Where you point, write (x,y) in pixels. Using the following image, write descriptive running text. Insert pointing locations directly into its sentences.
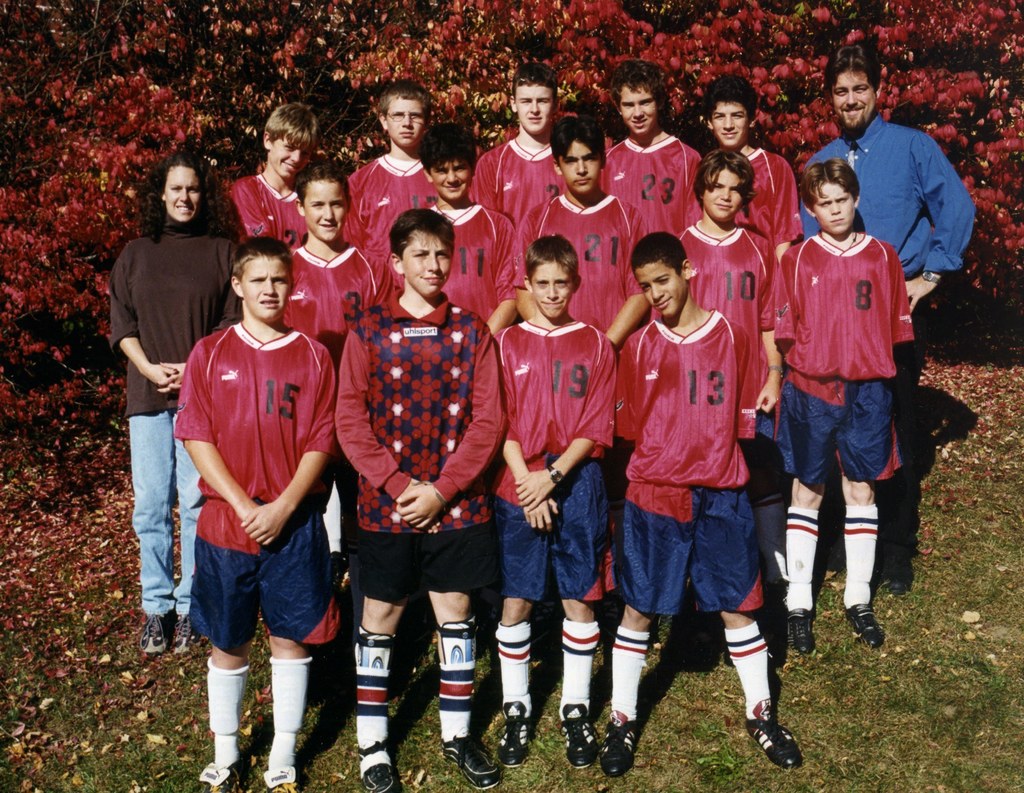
There are few persons (248,228) standing on the ground (204,703). In the background (325,74) there are trees (305,63) and leaves (98,556) on the ground (861,714).
